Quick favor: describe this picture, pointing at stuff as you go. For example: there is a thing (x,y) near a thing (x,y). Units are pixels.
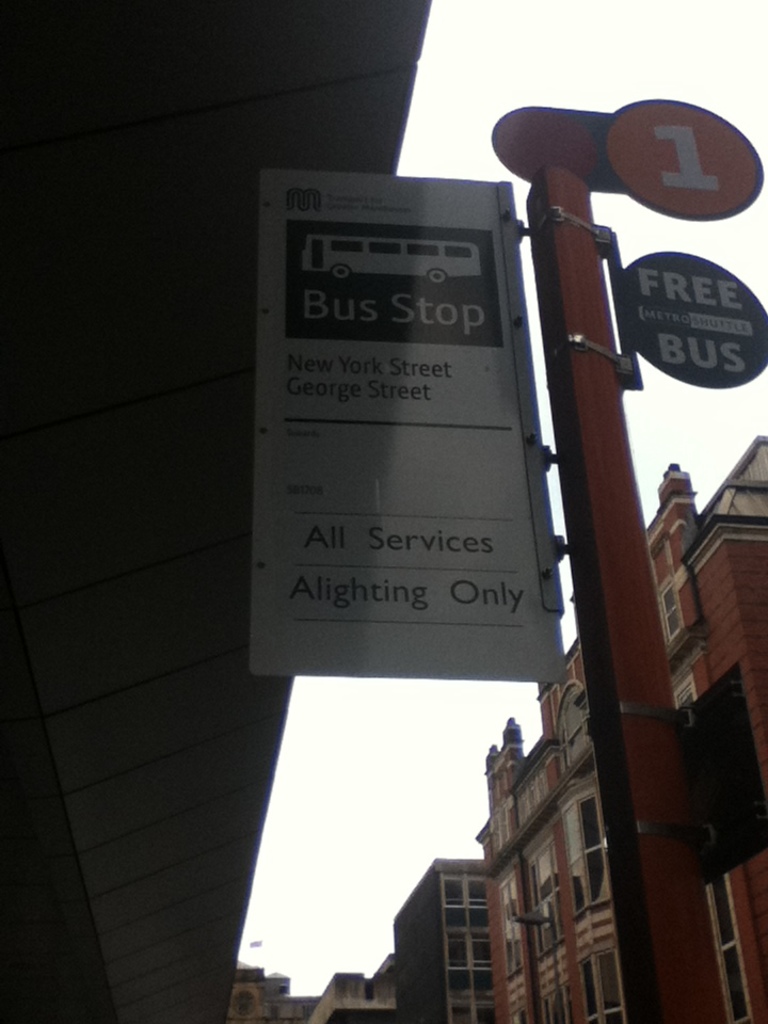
In this picture I can observe pole (556,229) on the right side (599,645). There are three boards (470,382) fixed to this pole (580,327). On the right side (596,827) I can observe buildings (511,938). In the background (525,688) I can observe sky (374,788).
